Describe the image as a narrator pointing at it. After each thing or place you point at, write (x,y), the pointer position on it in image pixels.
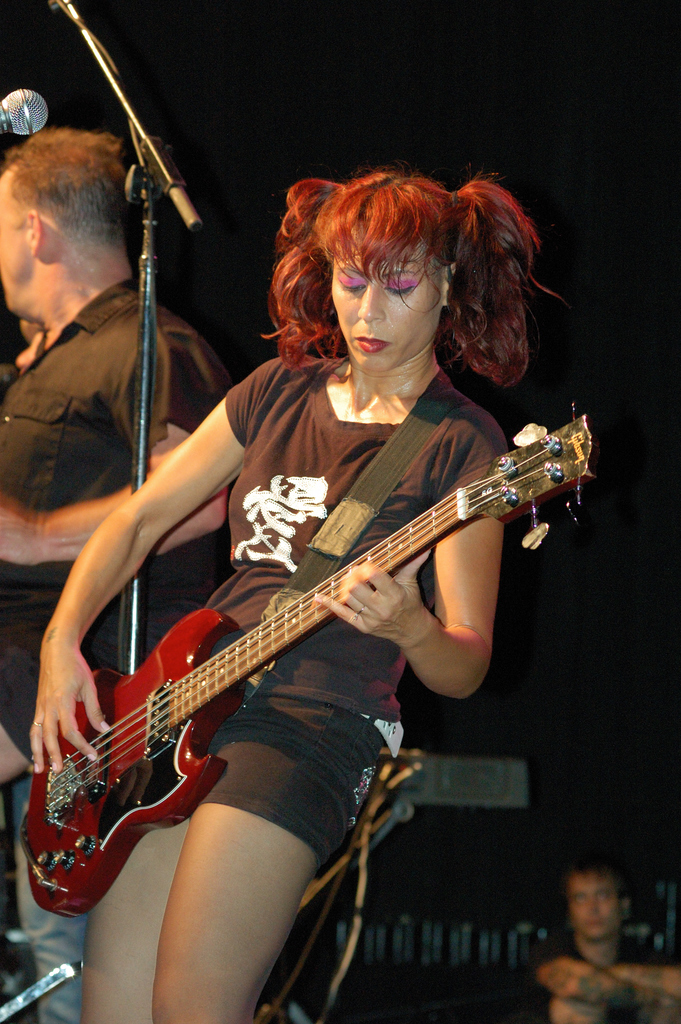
In this picture we can see woman (418,351) standing holding guitar (381,548) in his hand (87,695) and playing and beside to her we can see man (101,386), mic stand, mic (45,111) and at back of her man (578,940) is sitting and in background (587,250) it is blurry and dark.
